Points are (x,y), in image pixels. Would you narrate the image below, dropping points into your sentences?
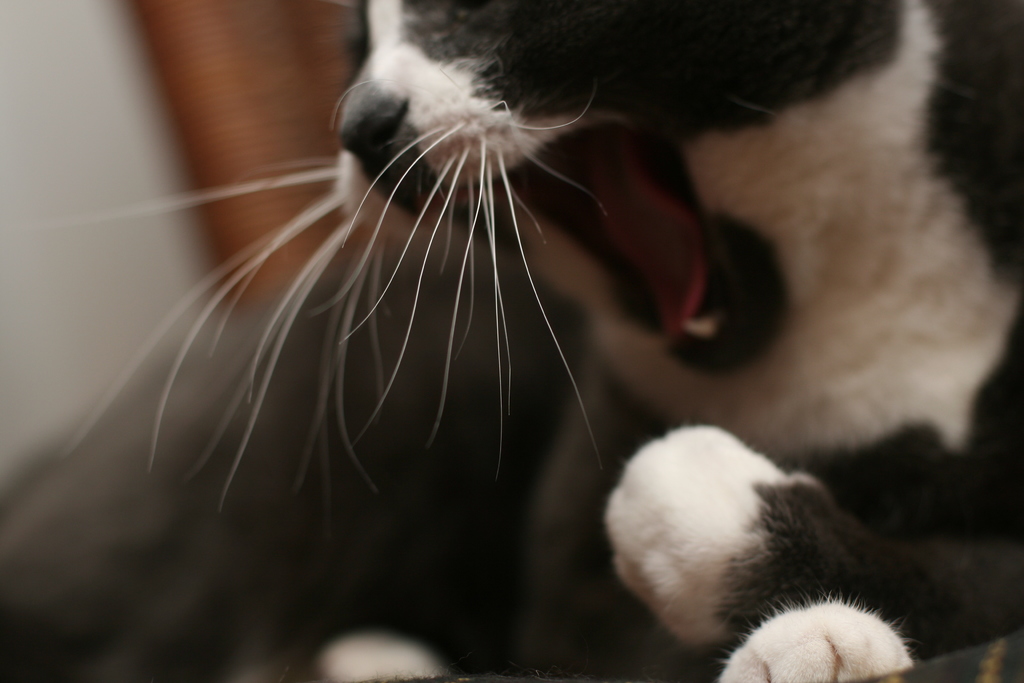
In this image I can see an animal (646,310) which is in black and white color. And there is a blurred background (195,87).
